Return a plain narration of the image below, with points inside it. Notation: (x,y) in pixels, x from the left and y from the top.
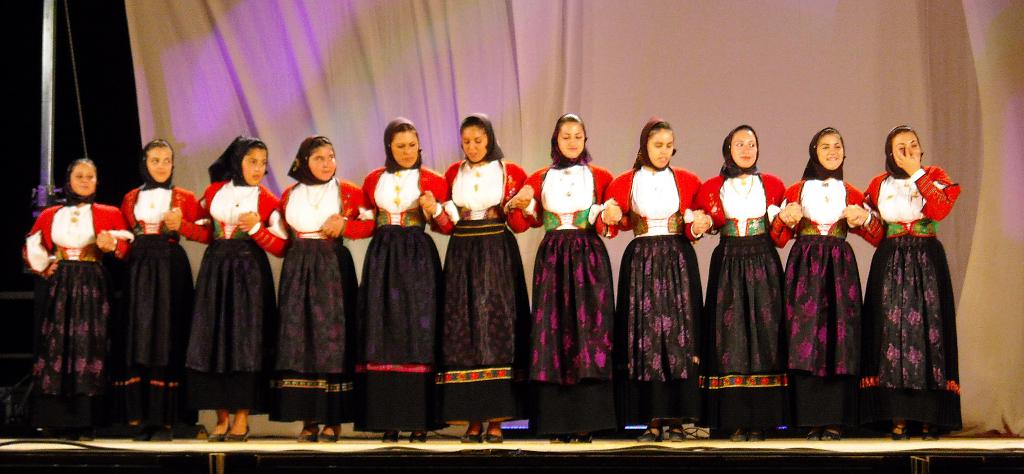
In the image few people (413,176) are standing and smiling. Behind them there is a curtain (285,117) and pole (49,123).
